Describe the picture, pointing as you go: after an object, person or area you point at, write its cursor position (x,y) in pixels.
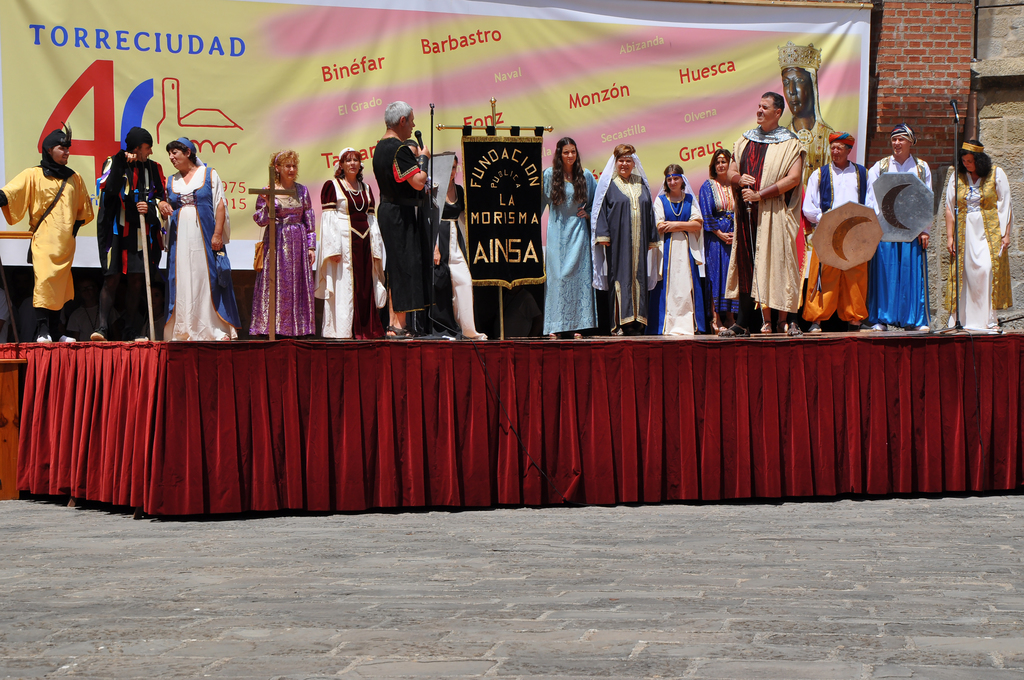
In this image there are group of persons (372,268) standing on the stage (632,359), there is a man (388,182) holding a microphone (419,139), there are persons (767,213) holding an object (830,234), there is a cloth (613,377), there is a stand (955,158), there are microphones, there is a wall (933,56) towards the top of the image (913,50), there is a banner (621,107) behind the persons (409,117), there is text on the banner (643,73), there is a number (95,88) on the banner (342,99), there is ground (499,591) towards the bottom of the image (549,603).
